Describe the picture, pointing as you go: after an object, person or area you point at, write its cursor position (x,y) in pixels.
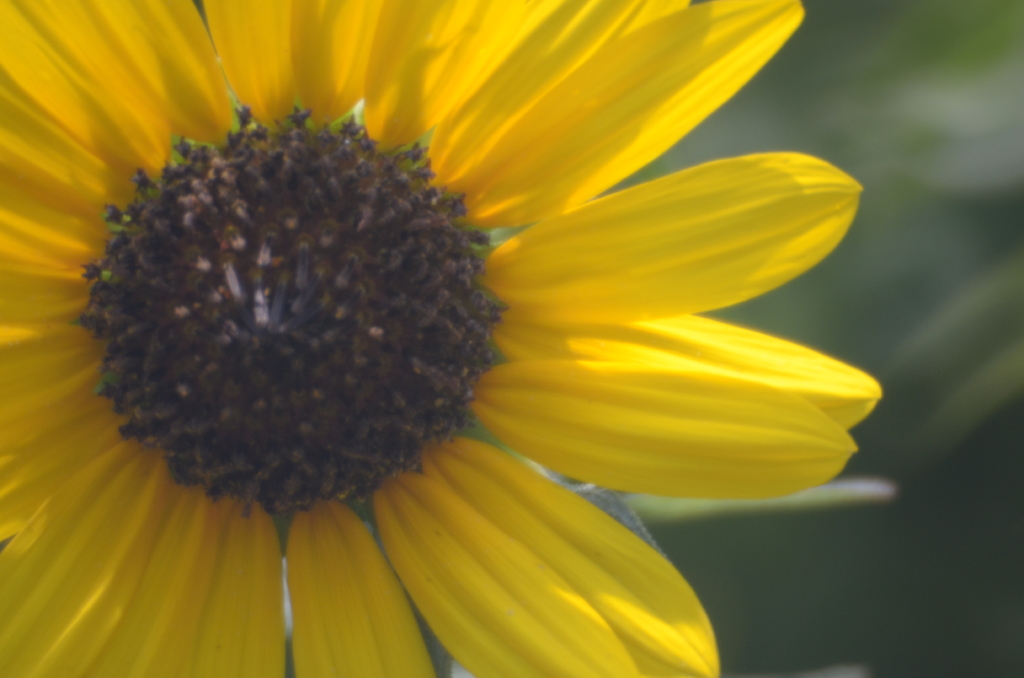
In this image in the front (450,347) there is a flower (656,317) and the background (976,140) is blurry.
